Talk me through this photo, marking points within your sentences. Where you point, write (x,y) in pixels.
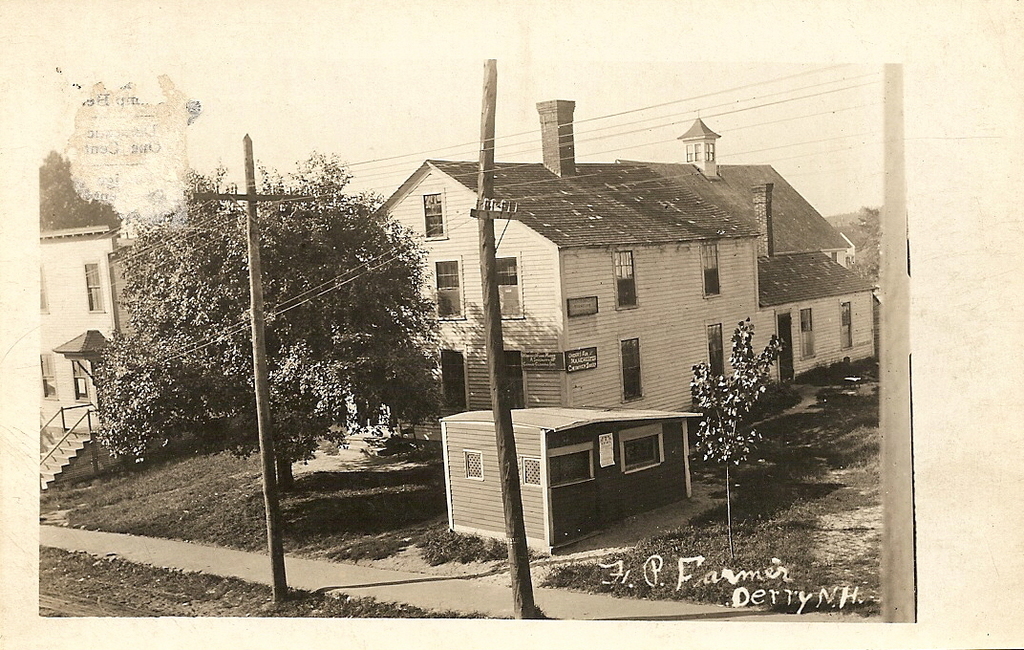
In this image I can see a poster (76,308). I can see a building (524,383) and few trees (329,358) in the poster (216,402).
